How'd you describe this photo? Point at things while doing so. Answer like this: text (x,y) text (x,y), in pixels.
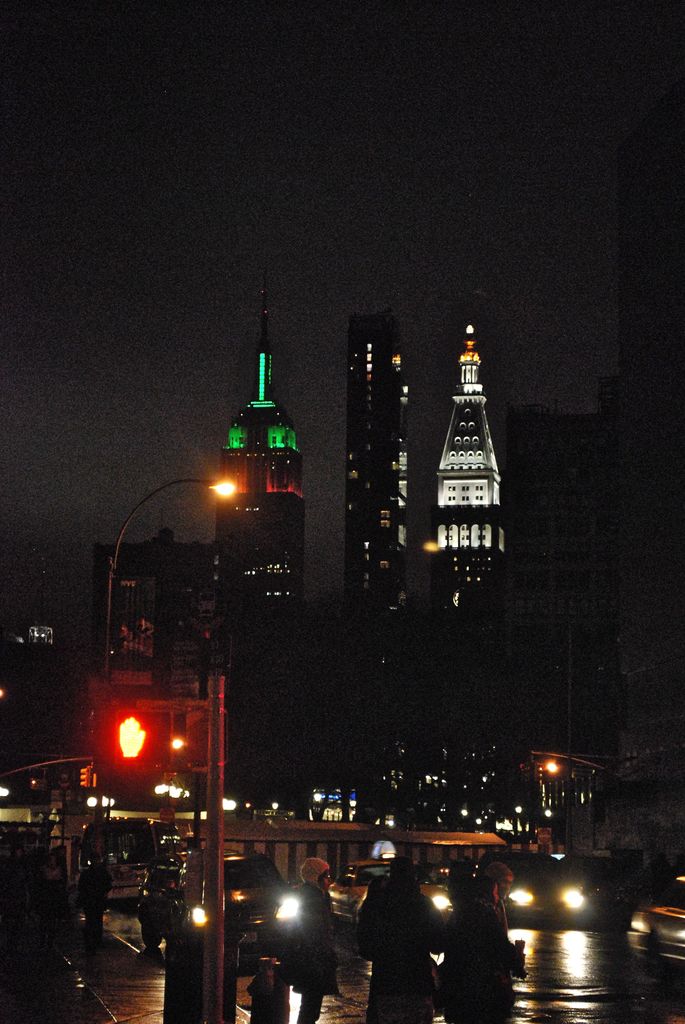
In this image I can see buildings (292,600), traffic light (151,752), street light (213,483) and vehicles (366,889) on the road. In the background (231,180) I can see the sky (204,248).
